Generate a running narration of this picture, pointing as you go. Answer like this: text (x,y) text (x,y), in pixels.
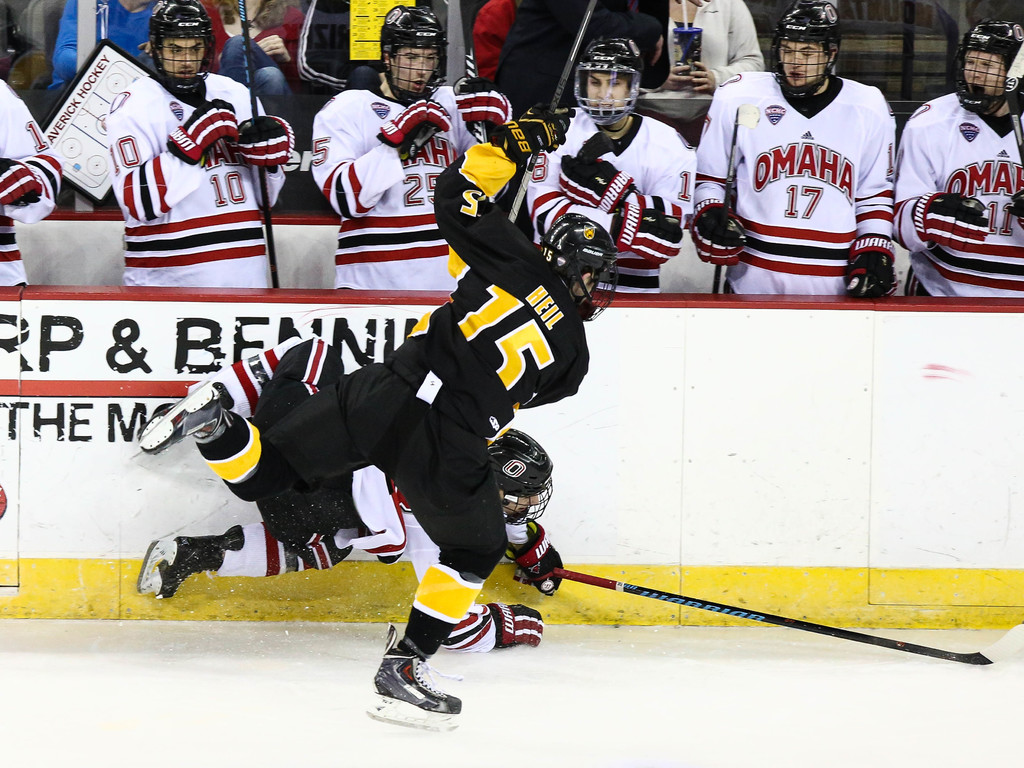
In this image I can see two persons (330,456) playing game, they are also holding two sticks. The person (527,386) in front (489,356) wearing black and yellow color dress (472,348). Background (843,195) I can see few other persons (379,136) standing, they are wearing white color dress (337,136) and holding few sticks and I can see a white color board (588,474).
